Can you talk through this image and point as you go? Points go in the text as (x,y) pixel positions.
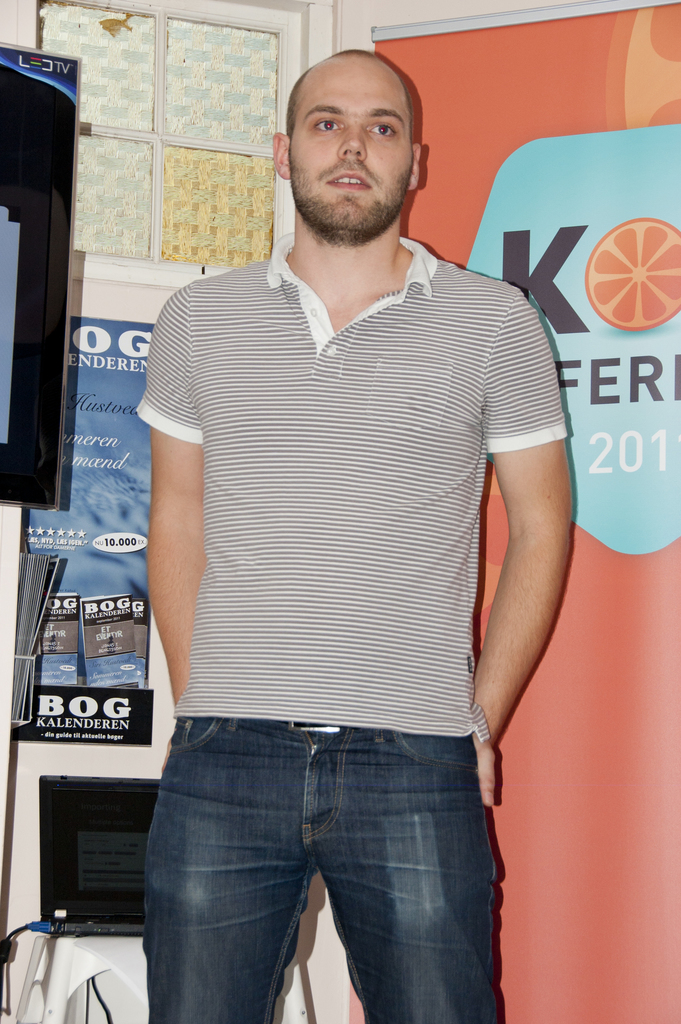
In this image, I can see a man (310,719) standing. Behind the man (243,427), there is a window (183,205), banner (511,201), poster (100,577) and a laptop (114,843). On the left corner of the image (41,414), I can see a television (37,209).
